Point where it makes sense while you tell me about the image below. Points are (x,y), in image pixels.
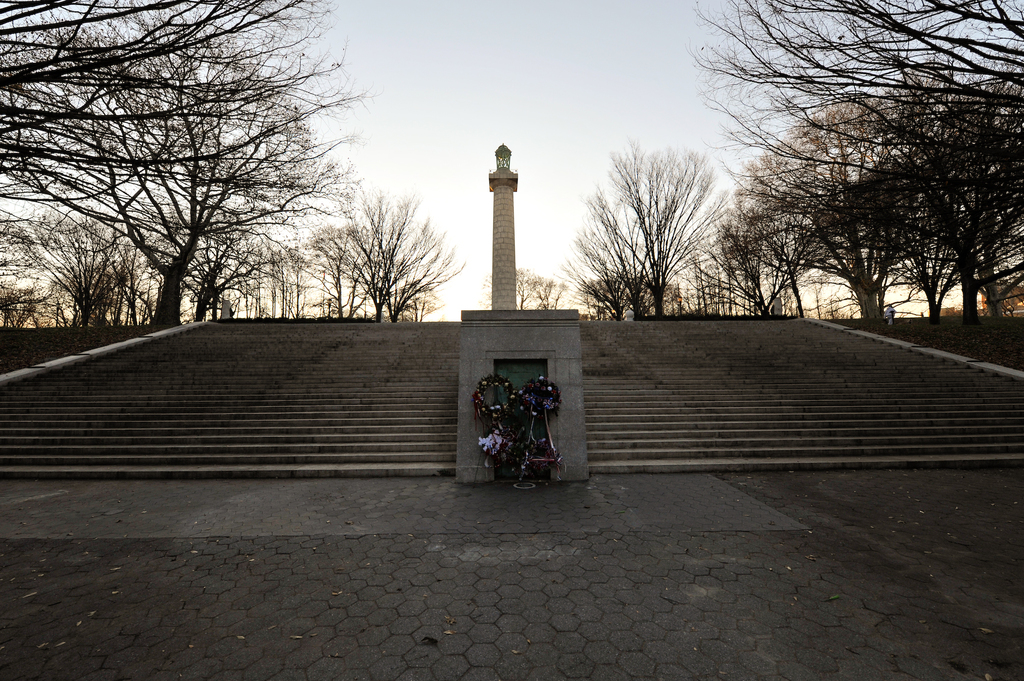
In the middle of the image (499,276) we can see a tower (514,226) and bouquets (513,387), beside the tower (502,195) we can see steps (600,449), in the background (596,271) we can find few trees (607,223).
